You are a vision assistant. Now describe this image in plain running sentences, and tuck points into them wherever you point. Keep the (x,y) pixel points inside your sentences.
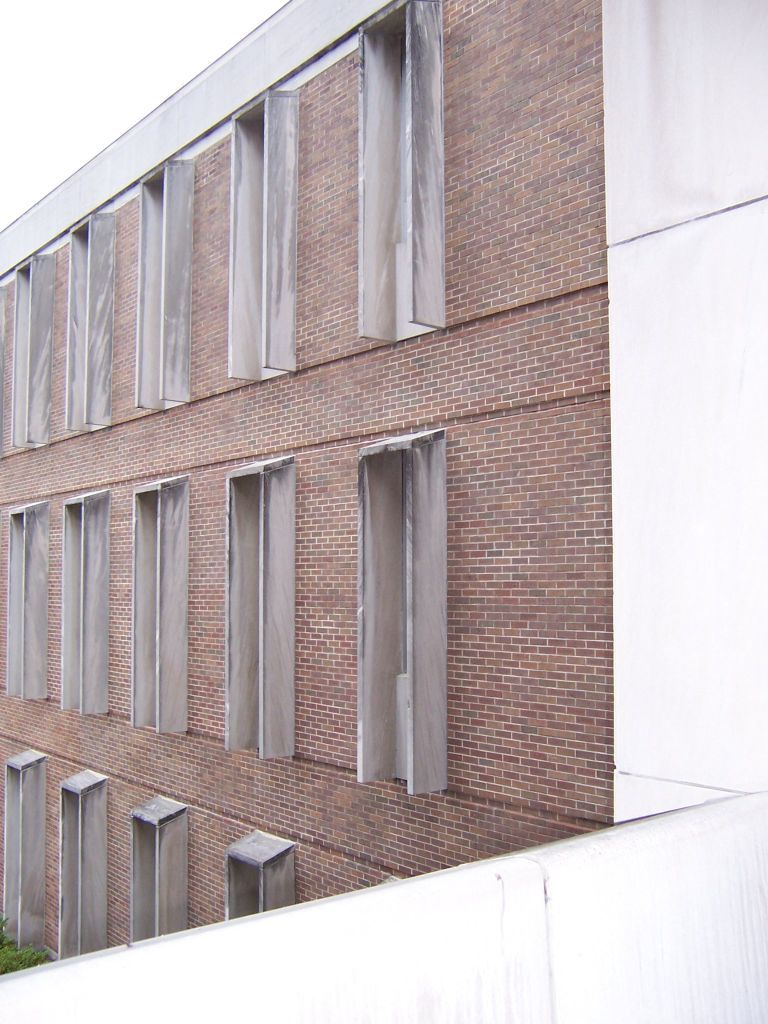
This is the building (540,483) with brick texture (513,426). I think these are the windows (81,907). This is the wall (617,944), which is white in color.
